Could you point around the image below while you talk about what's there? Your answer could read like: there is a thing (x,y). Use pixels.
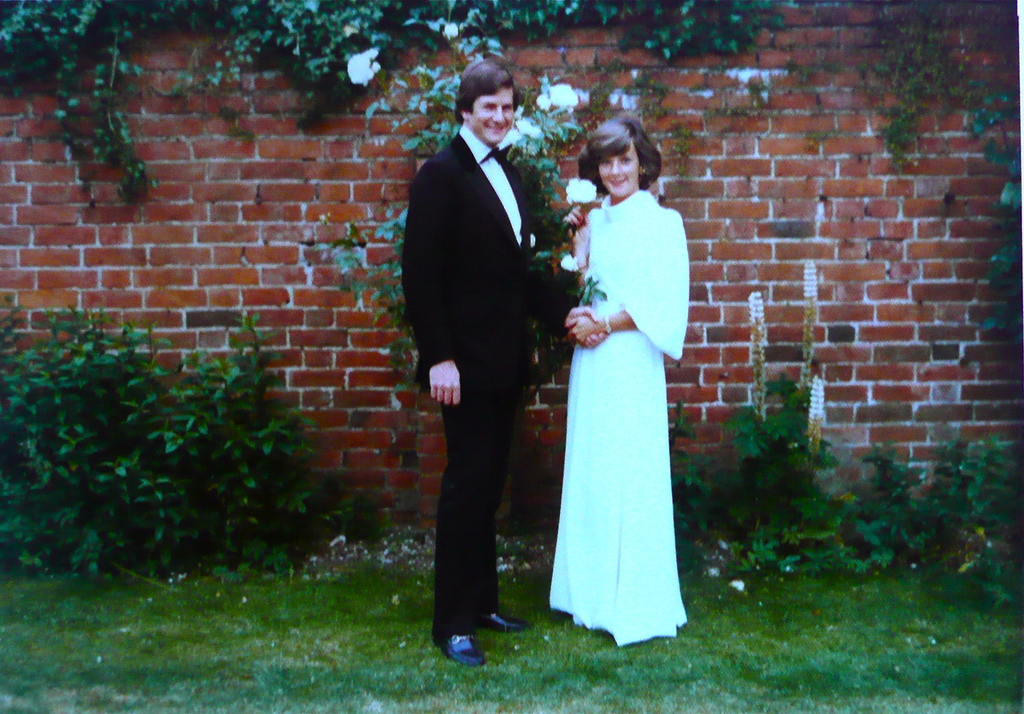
This image is taken outdoors. At the bottom of the image (197,633) there is a ground (351,633) with grass (506,656) on it. In the background (306,269) there is a wall (839,286). There are a few creepers (261,28) with green leaves (65,34) and flowers (565,91). There are a few plants (200,442) on the ground (95,631). In the middle of the image (521,305) a man (550,305) and a woman (606,381) are standing on the ground (526,634) and they are with smiling faces (468,115).
